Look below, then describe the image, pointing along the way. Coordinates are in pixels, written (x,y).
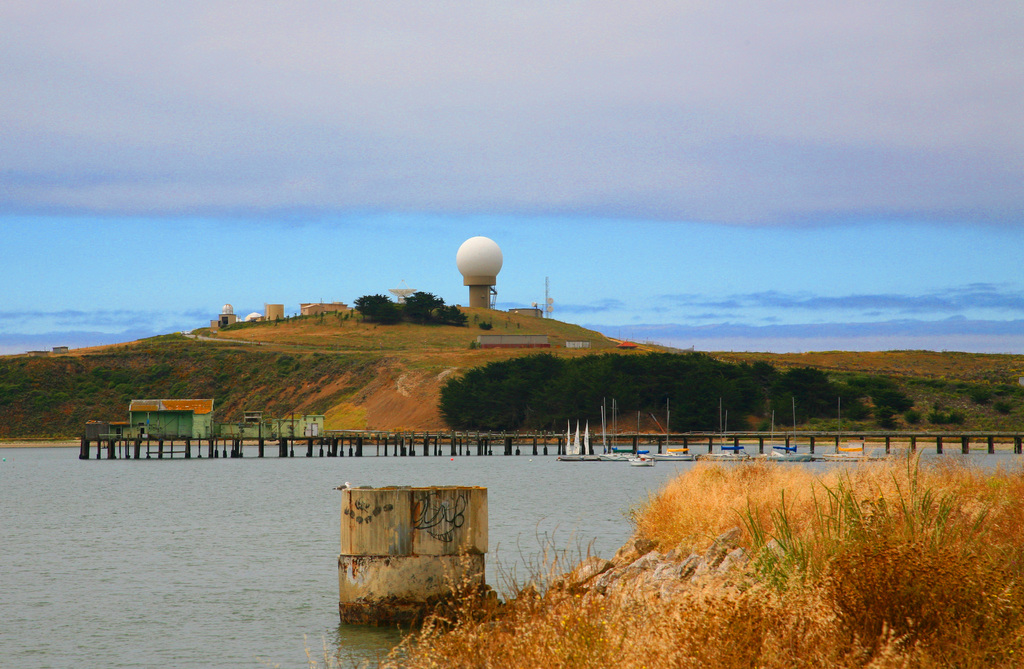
In this image we can see buildings (499,337), trees (594,390), hills (524,356), boats (612,449) on the water (177,460), walkway bridge (788,434), bushes (755,501) and sky (294,199) with clouds (658,218) in the background (365,259).
